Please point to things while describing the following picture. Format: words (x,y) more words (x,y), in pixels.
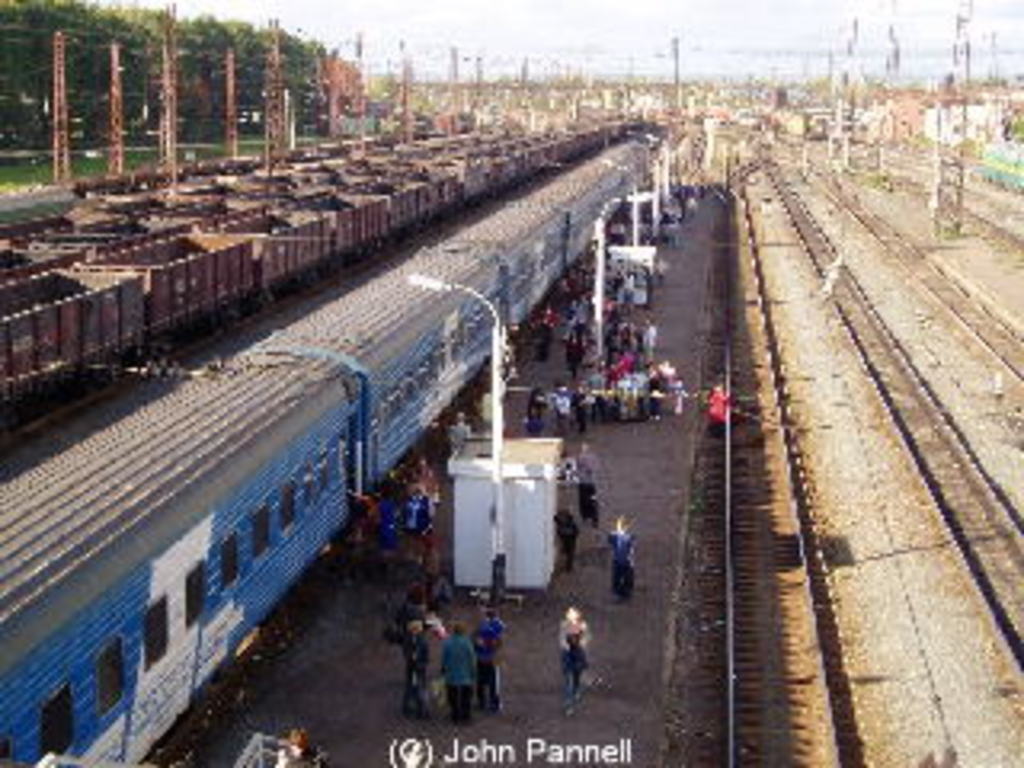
This picture is blur, we can see people (407,678), trains (379,311), tracks (748,277) and lights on poles (658,219). In the background (688,66) we can see trees (125,79) and sky (331,29).
